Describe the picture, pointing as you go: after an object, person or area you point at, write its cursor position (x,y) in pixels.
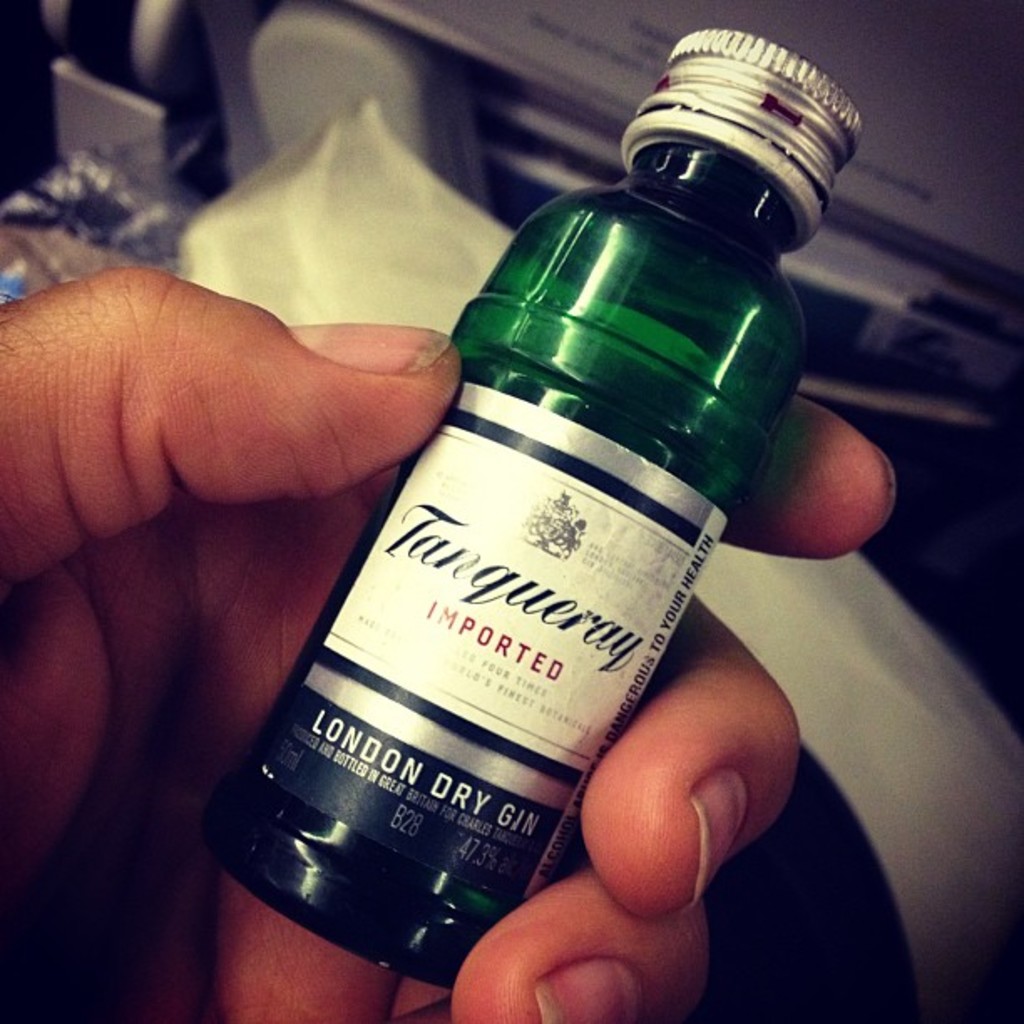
In this picture there is a bottle (439,494) held in a hand (48,617).
